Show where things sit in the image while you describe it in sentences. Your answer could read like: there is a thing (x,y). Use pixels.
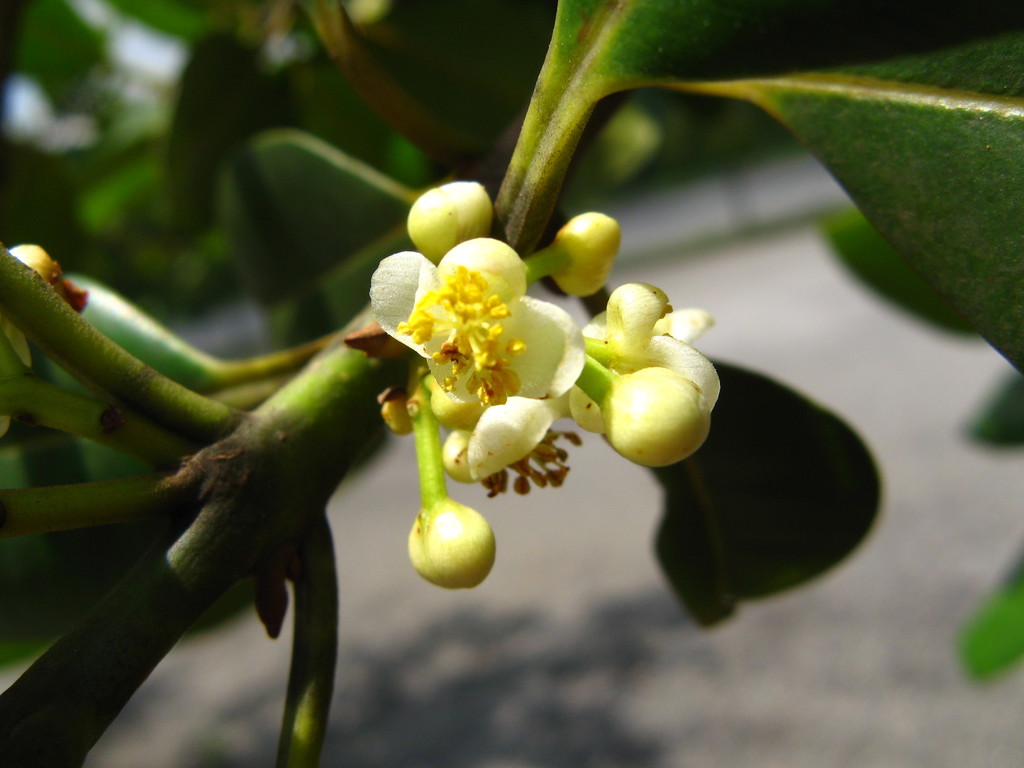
In this image, we can see flowers (654,332), flower buds (456,525), stems (431,411) and leaves (723,58). Background (54,442) there is a blur view.
